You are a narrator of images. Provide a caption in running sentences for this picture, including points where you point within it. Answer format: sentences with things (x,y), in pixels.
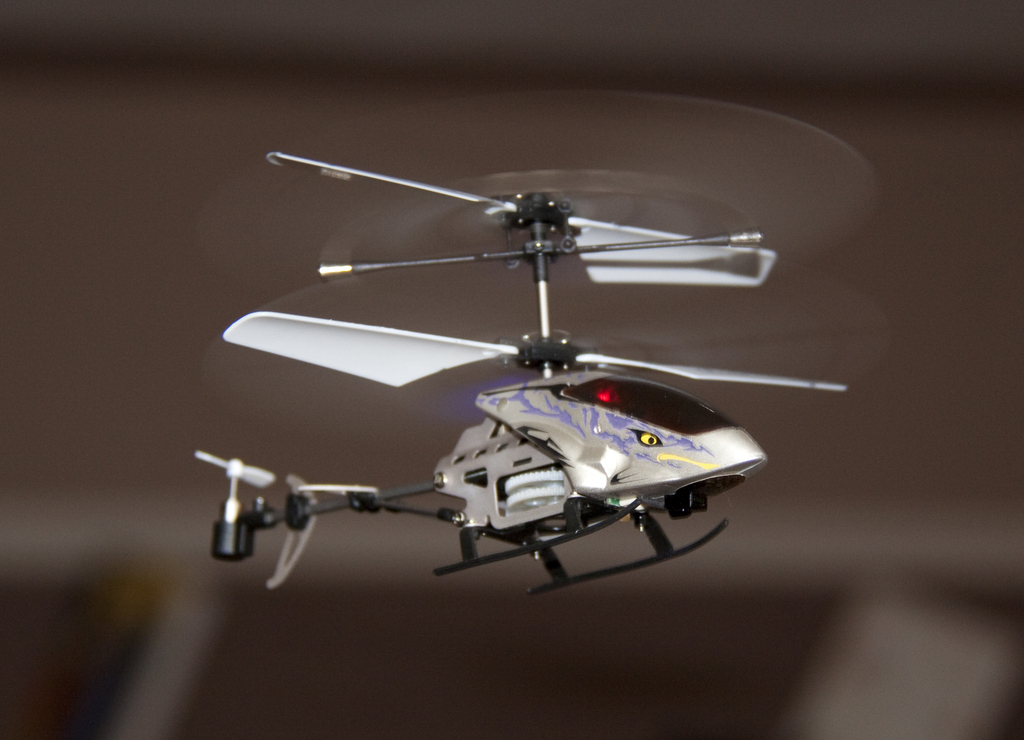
In this picture I can see a helicopter (523,387) in the middle of an image (574,413).
